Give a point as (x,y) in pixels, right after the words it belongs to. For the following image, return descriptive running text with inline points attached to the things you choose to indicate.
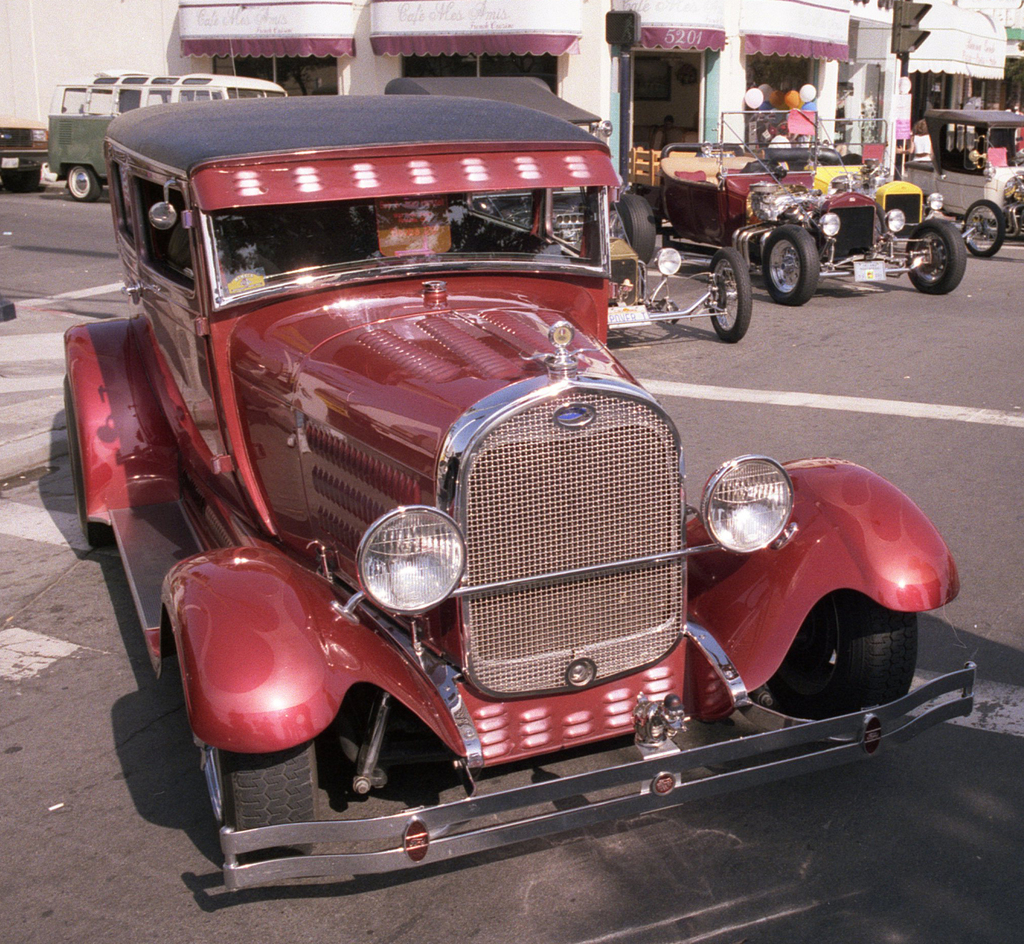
This is the picture of a road (588,903). In this image there are vehicles (720,271) on the road (975,459). At the back (654,44) there is a building (995,47) and there are balloons (764,89) on the vehicle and there are poles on the footpath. At the bottom (20,730) there is a road (878,361).
